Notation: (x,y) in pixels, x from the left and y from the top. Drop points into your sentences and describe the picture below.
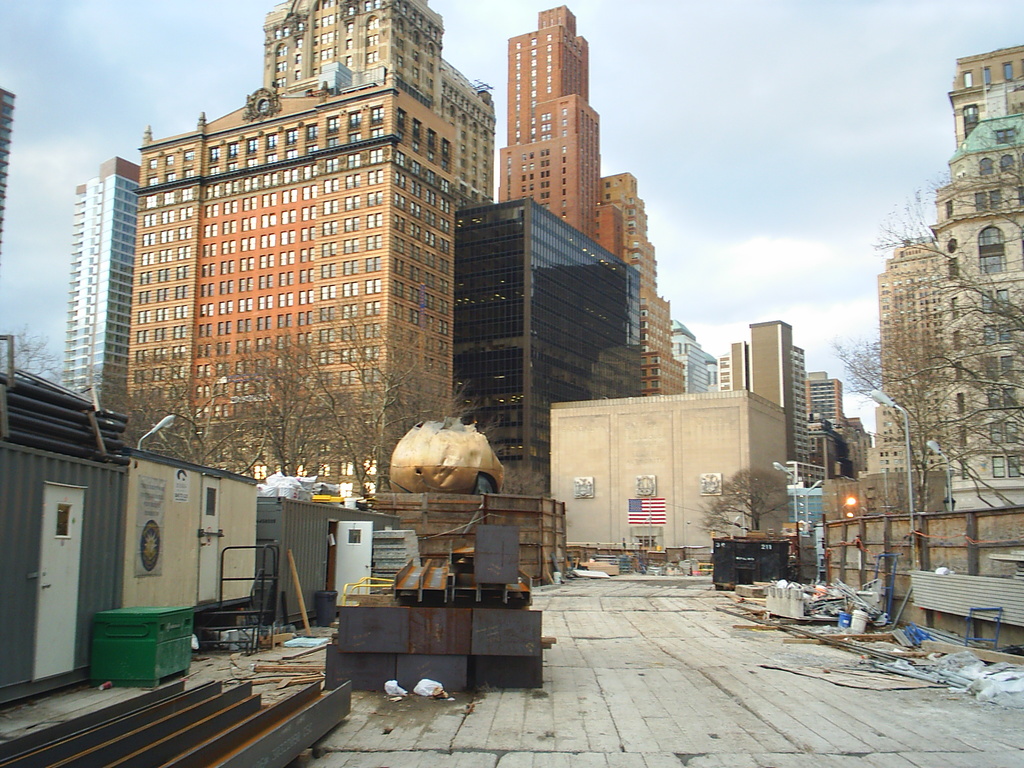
In front of the image there are some objects (533,631) on the surface (627,662). In the background of the image (219,416) there are buildings (466,321), trees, street lights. At the top of the image (886,122) there is sky (891,92).
